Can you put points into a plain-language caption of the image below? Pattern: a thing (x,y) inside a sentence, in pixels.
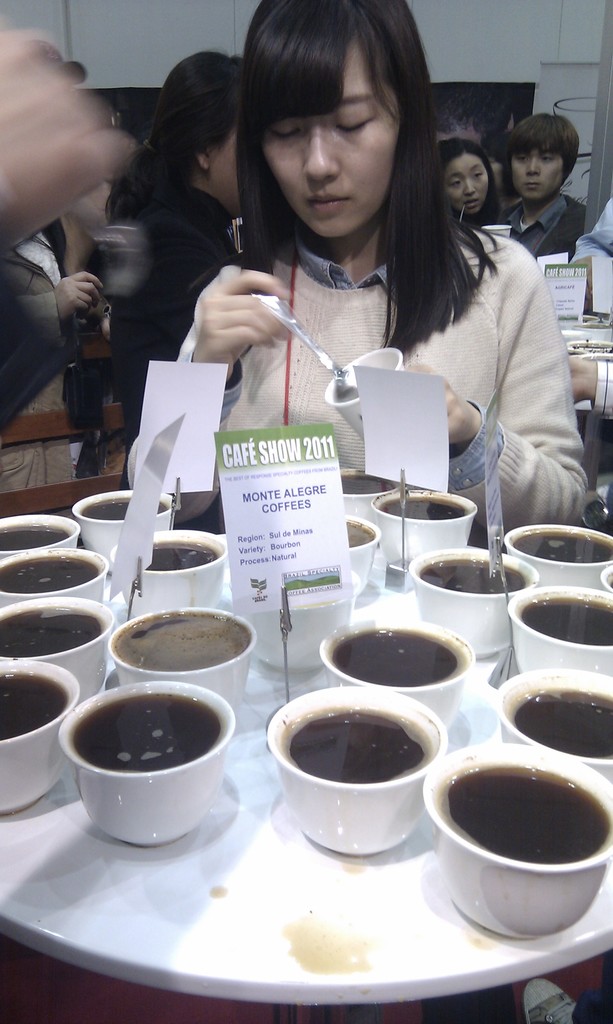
In this image there is a table (1,849). There are many cups (520,615) on the table (41,834). There are many people (549,461). There is a white background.
